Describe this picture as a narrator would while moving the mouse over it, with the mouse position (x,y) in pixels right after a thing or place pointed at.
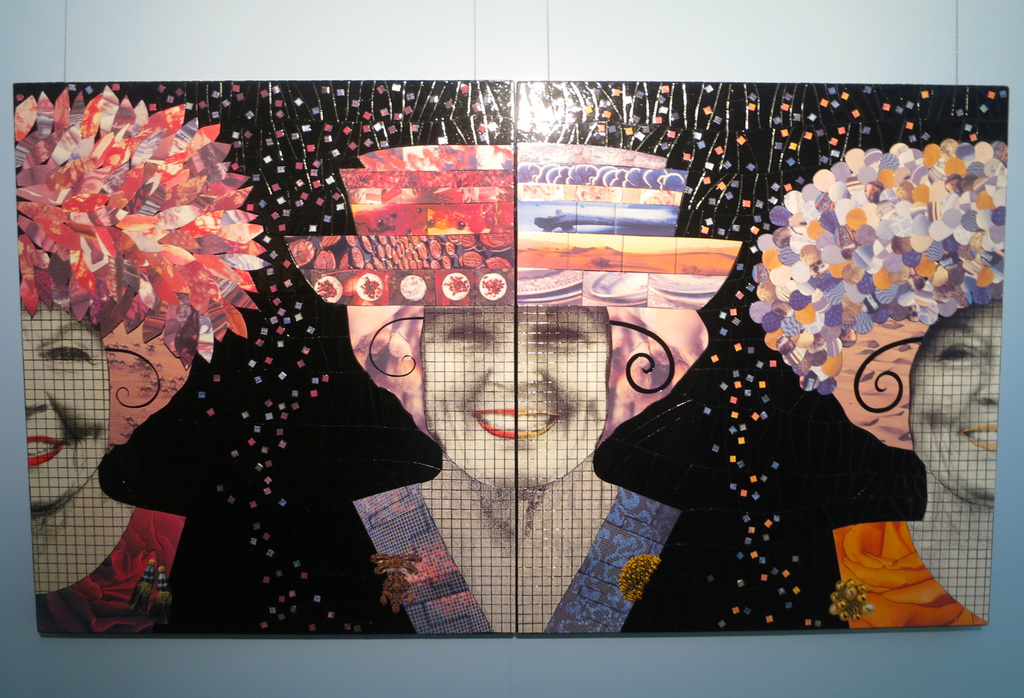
In this image we can see two frames (732,367). On it three women pictures (133,319) are present.
